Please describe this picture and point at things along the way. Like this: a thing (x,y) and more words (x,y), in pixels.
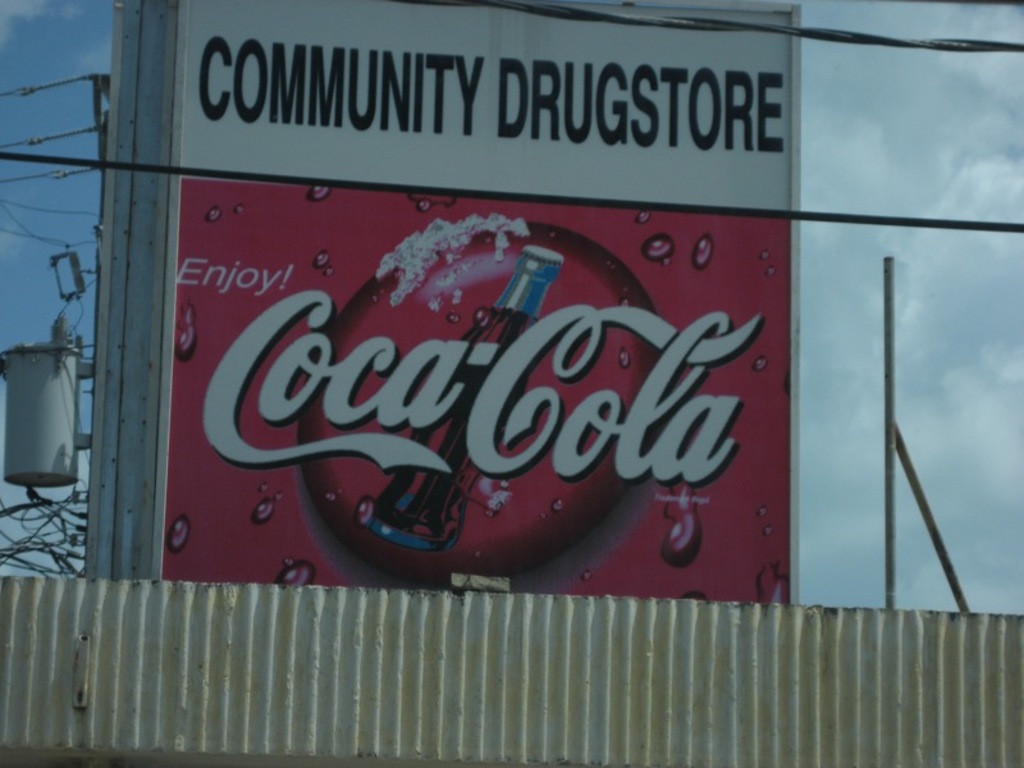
In this image I can see a board (589,255) on which I can see some text (549,102). At the bottom of the image (399,721) there is a wall (402,679). In the background (39,62), I can see some wires (25,509) and the sky (53,53).
